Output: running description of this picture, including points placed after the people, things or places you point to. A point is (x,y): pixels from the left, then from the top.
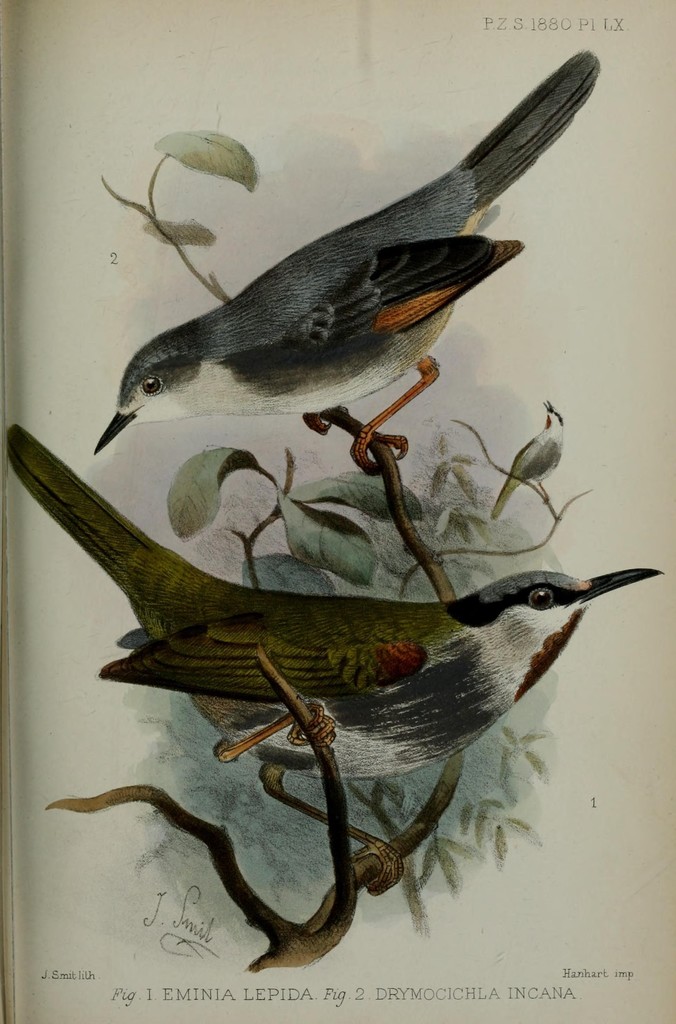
In the picture we can see a painting (453,553) of the two birds (476,171) sitting on the stem (349,833) and to the stem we can see some leaves (528,830).
